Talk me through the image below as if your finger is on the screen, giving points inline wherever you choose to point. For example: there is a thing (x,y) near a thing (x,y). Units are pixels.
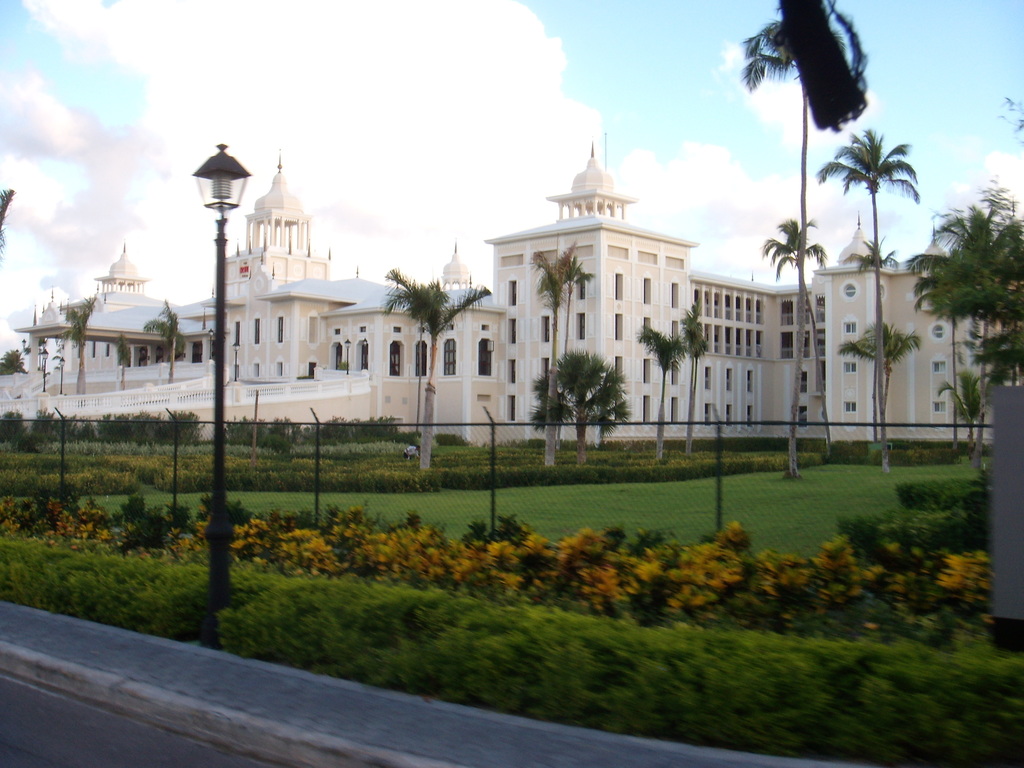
In this image there are buildings (301,353) and trees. We can see bushes (330,545) and shrubs (398,641). We can see flowers (398,548) and there is a pole (217,502). There is a fence (316,507). At the top (561,109) there is sky (688,90) and we can see grass (796,489).
